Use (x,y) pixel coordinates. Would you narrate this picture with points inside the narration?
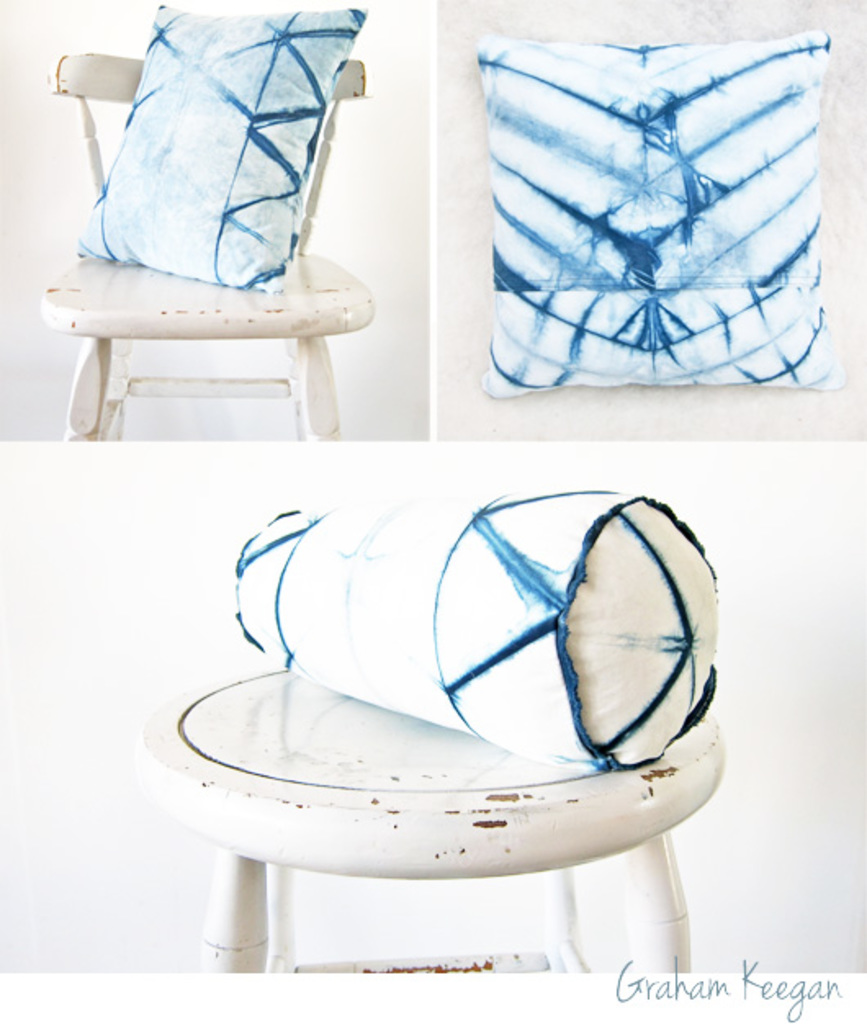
In this image I can see a table (400,743), chair (175,280) in white color. I can also see few pillows (547,313) in blue and white color.
